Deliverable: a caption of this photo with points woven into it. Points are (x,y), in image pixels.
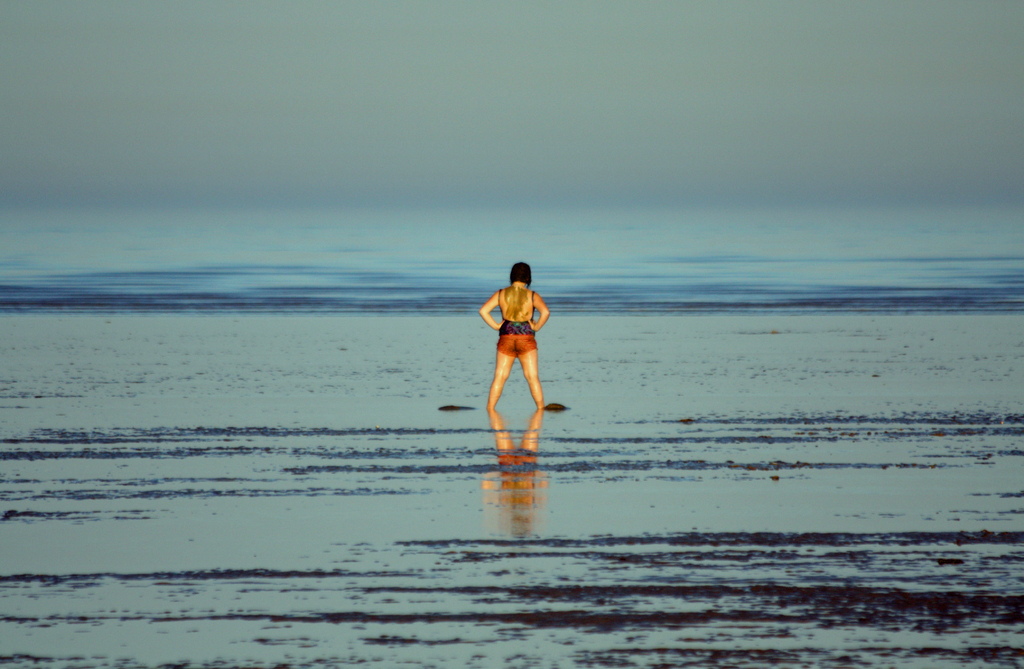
In the image there is a woman (522,305) standing in the water (476,434), it seems to be ocean (578,392) and above its sky (323,153) with clouds (668,122).
